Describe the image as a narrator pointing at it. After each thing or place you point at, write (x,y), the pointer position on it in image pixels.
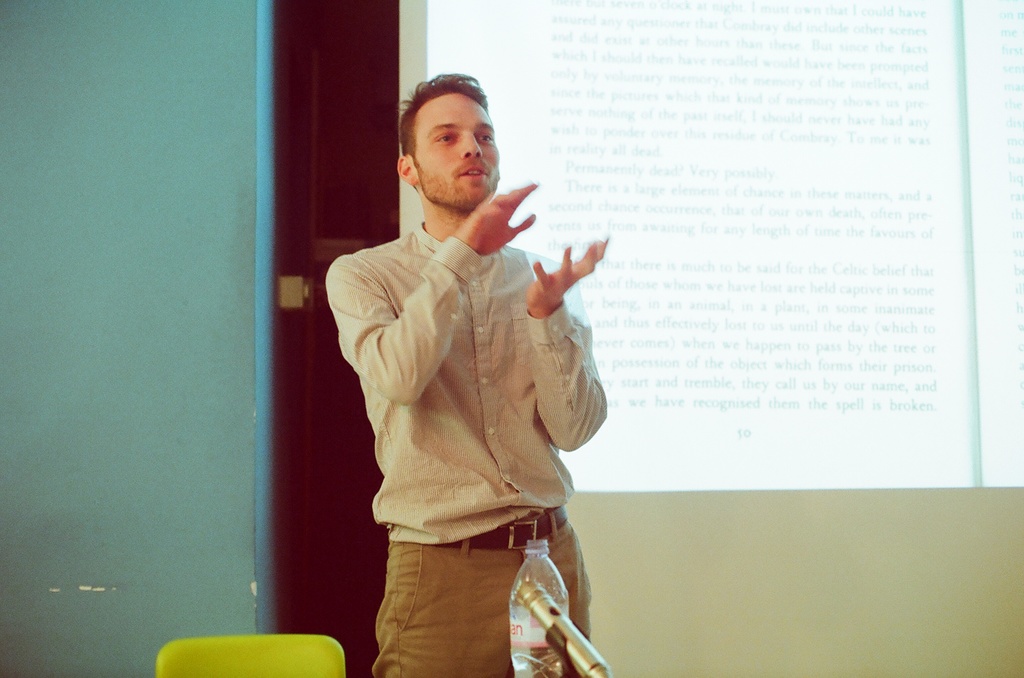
In this picture we can see a man (440,634) standing, chair (311,650), bottle (549,666), mic (556,609) and in the background (199,432) we can see a screen (708,394), wall (116,384).
